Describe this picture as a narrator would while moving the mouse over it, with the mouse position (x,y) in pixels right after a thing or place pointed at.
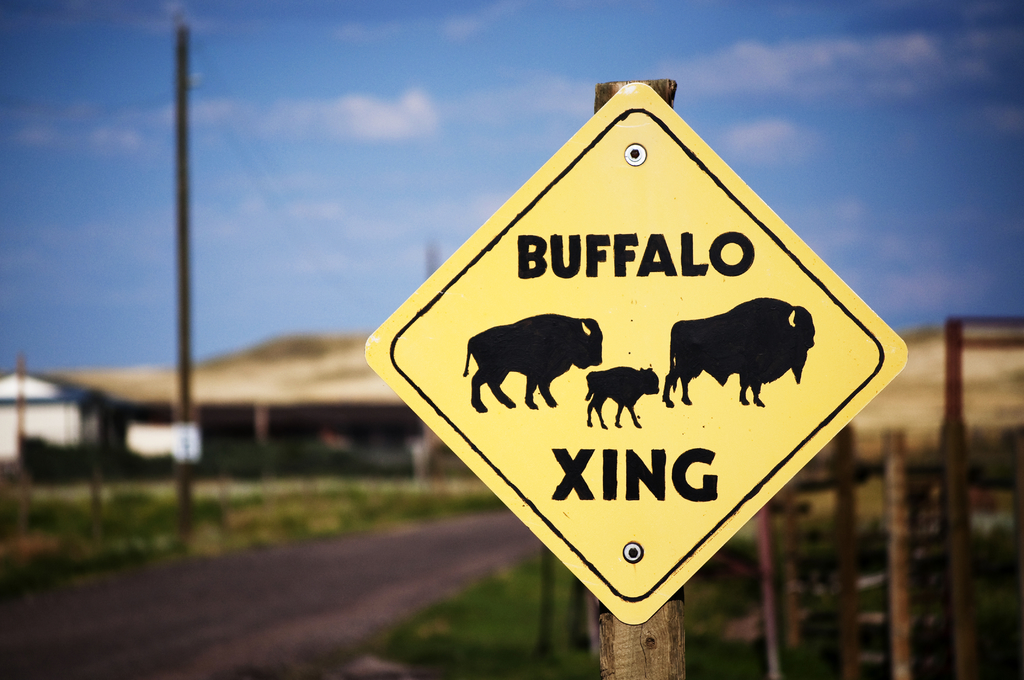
This picture is clicked outside. On the right (755,200) there is a yellow color board (555,223) attached to the wooden pole (616,91) and we can see the text (667,259) and the pictures (754,344) of some animals (602,357) on the board (650,159). In the background (306,70) we can see the sky (319,69), poles (182,63), metal rods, grass (205,493) and some houses (249,420).
